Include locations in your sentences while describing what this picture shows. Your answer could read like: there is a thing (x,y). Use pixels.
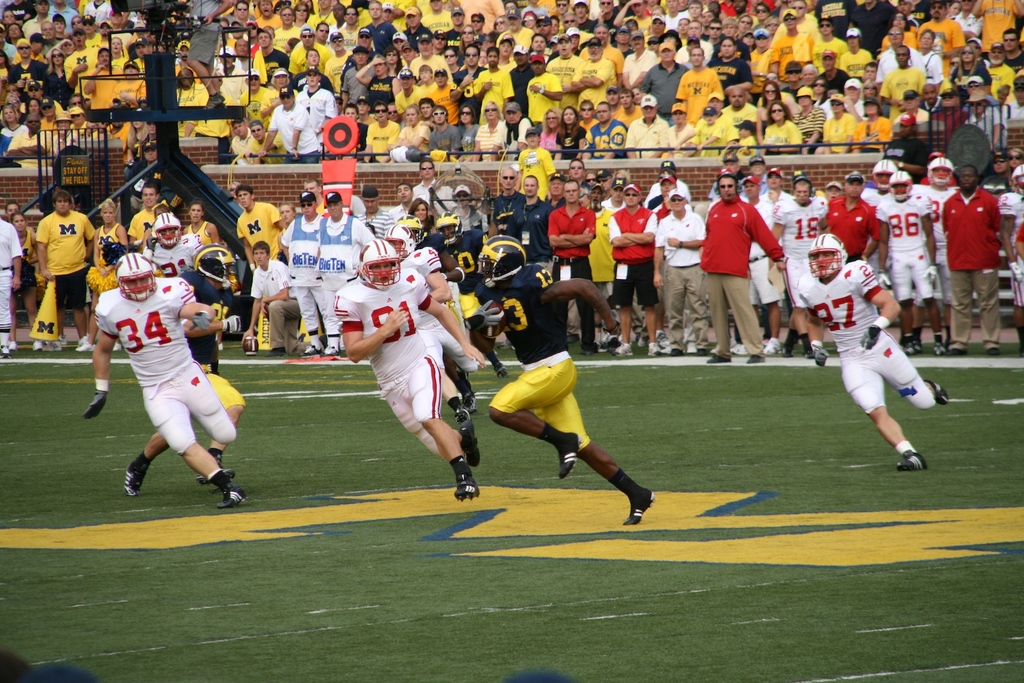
in this picture I can see there are some football players (535,433) in the playground (653,401) and they are wearing white jersey's (374,320) and some other people (525,277) are wearing a black jersey's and in the backdrop (607,82) there are some people (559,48) standing here and there are audience (587,89) here.
